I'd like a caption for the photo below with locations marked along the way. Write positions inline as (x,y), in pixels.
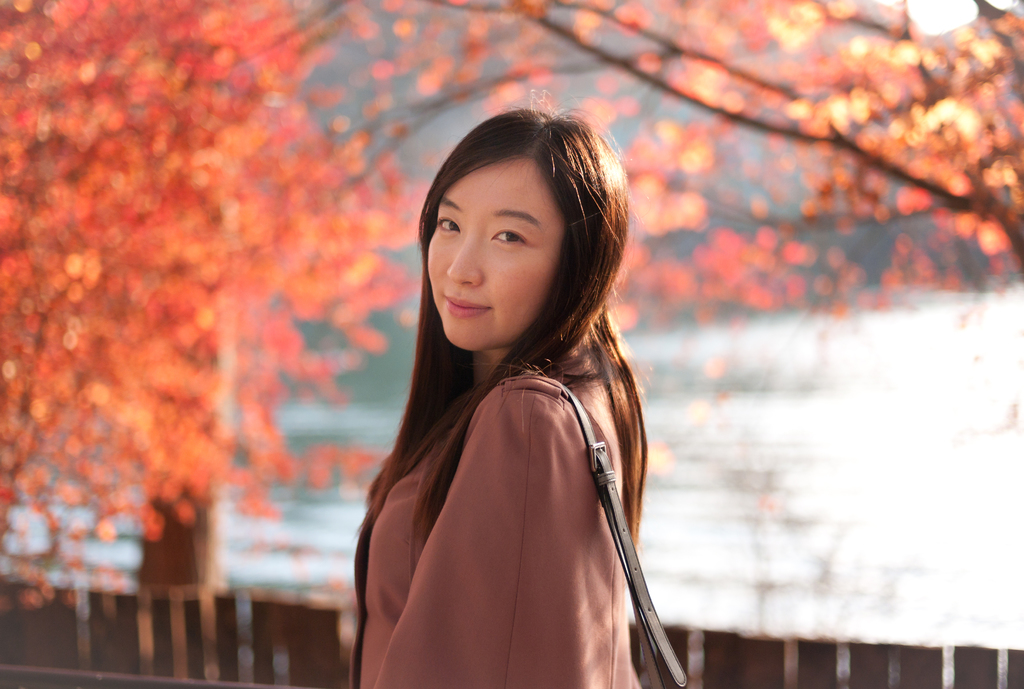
In this image I can see a woman (552,497) is there, she is wearing a coat (484,567). At the top (739,50) there is the tree (745,74), at the back side (653,413) there is water (688,505).
